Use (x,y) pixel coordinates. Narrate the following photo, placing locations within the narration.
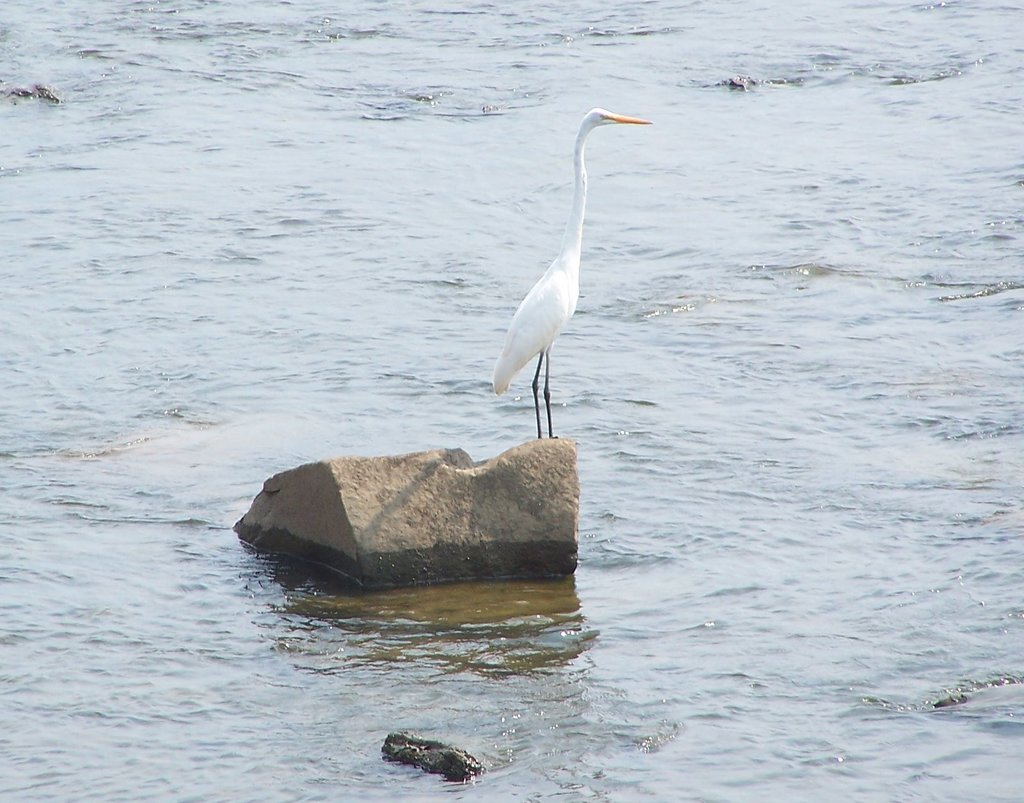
In this image we can see a water body (570,379). We can also see a crane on the rock (378,581).
